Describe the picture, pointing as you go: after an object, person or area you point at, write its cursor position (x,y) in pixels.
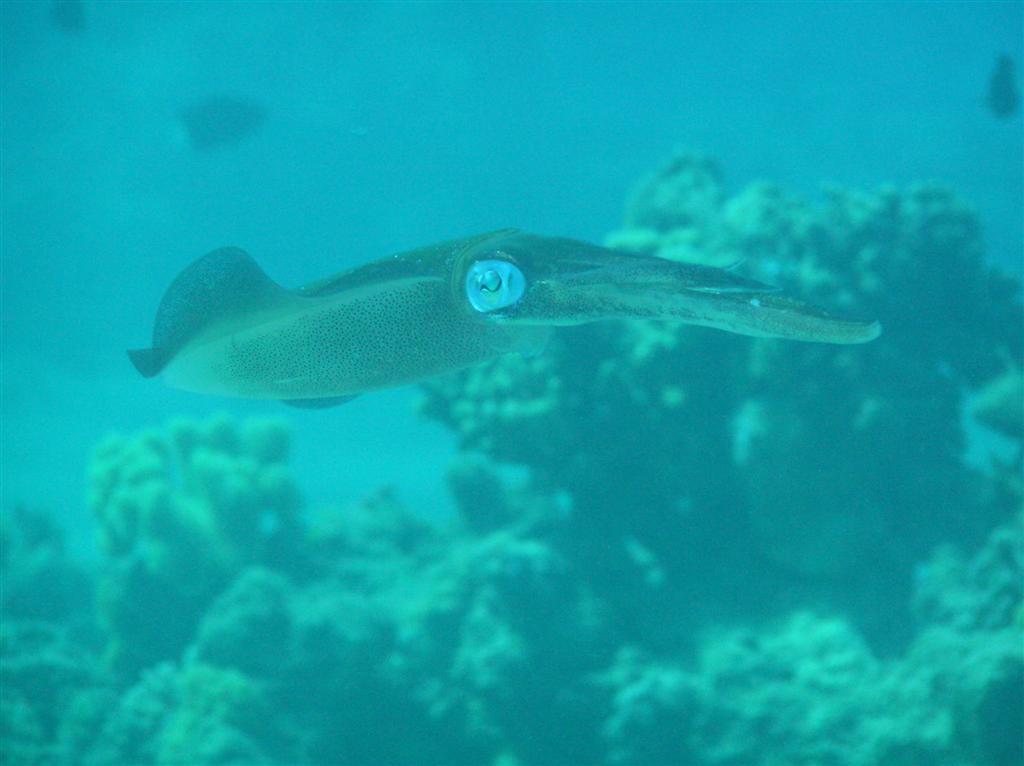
In this image we can see the underwater environment (522,432) and there is a squid (811,321) and we can see some objects (726,348) in the background (949,671) which looks like rocks (617,615).
